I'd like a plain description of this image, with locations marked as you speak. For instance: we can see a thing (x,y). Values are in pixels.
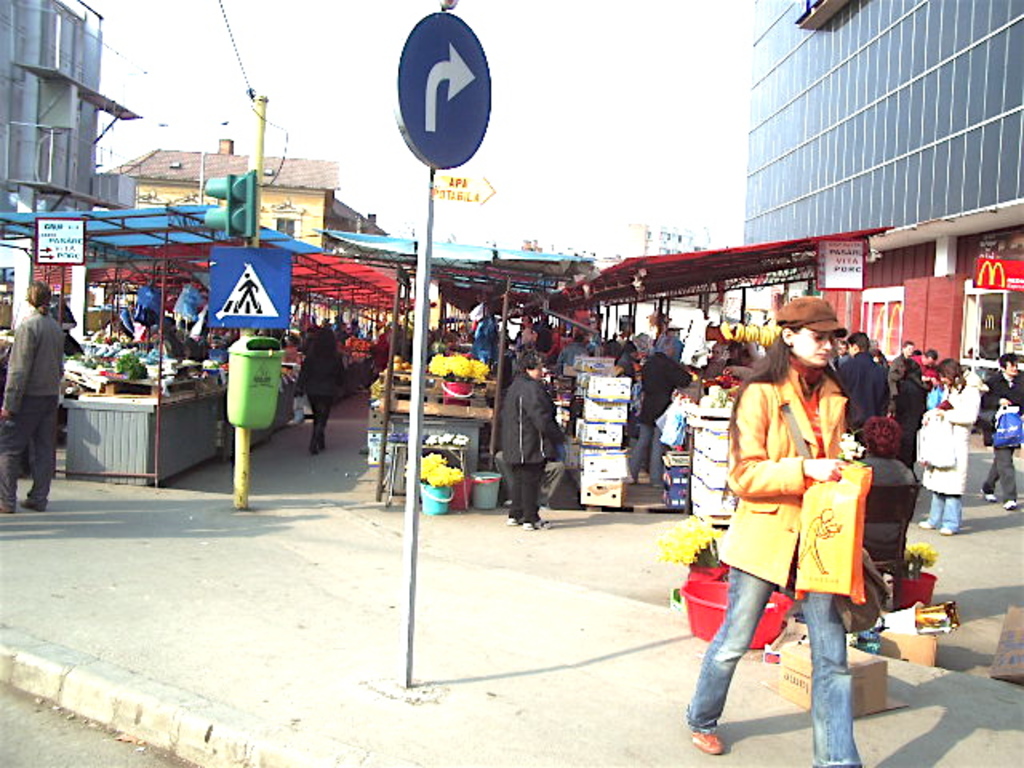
In this image there is a board (430,82) attached to a pole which is on the pavement (289,693). There is a traffic light (241,224), dustbin (244,396) and a board (236,303) are attached to the pole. Right side (848,491) there is a woman (793,465) holding a bag (814,500). She is wearing a cap (810,310). She is walking on the pavement (775,707) having box (798,675), tub (716,613) and few objects (878,628). There are objects (144,375) on the table (211,386). There are few boxes (614,480), some buckets (433,501) on the floor (593,531). Buckets (453,496) are having flowers (440,475). There are people (325,387) under the roof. Right side there is a person (954,367) standing on the pavement (138,554). Background (19,145) there are buildings (976,340). Top of the image (522,84) there is sky (639,84).
